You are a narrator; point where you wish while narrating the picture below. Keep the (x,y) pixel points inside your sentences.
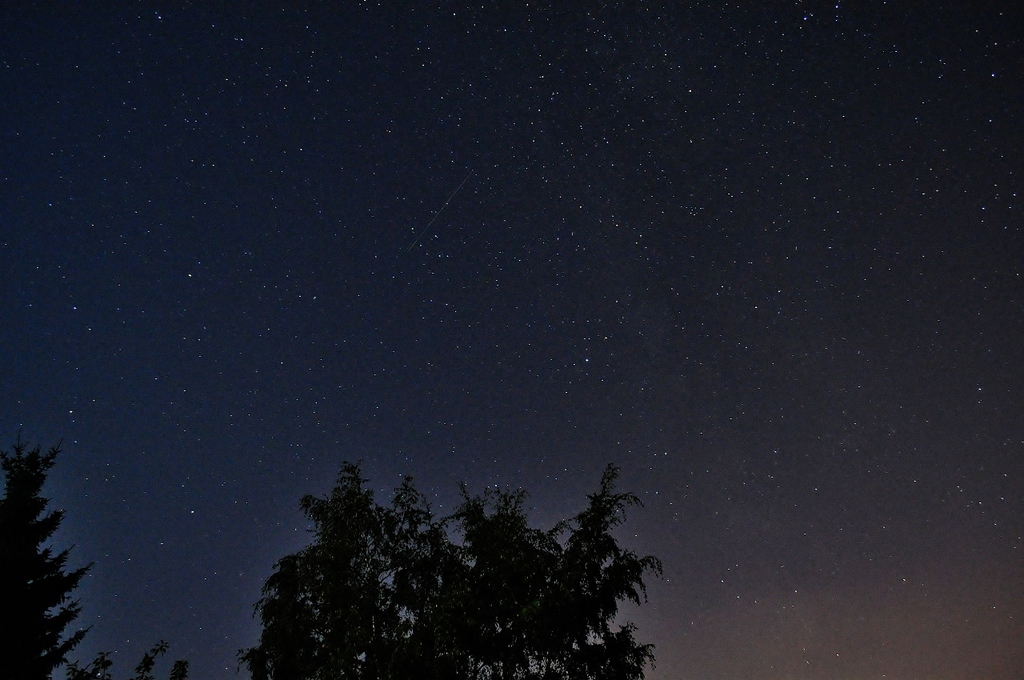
In this image there is the sky (279,408), there are trees (36,622) truncated towards the bottom of the image (491,612).
